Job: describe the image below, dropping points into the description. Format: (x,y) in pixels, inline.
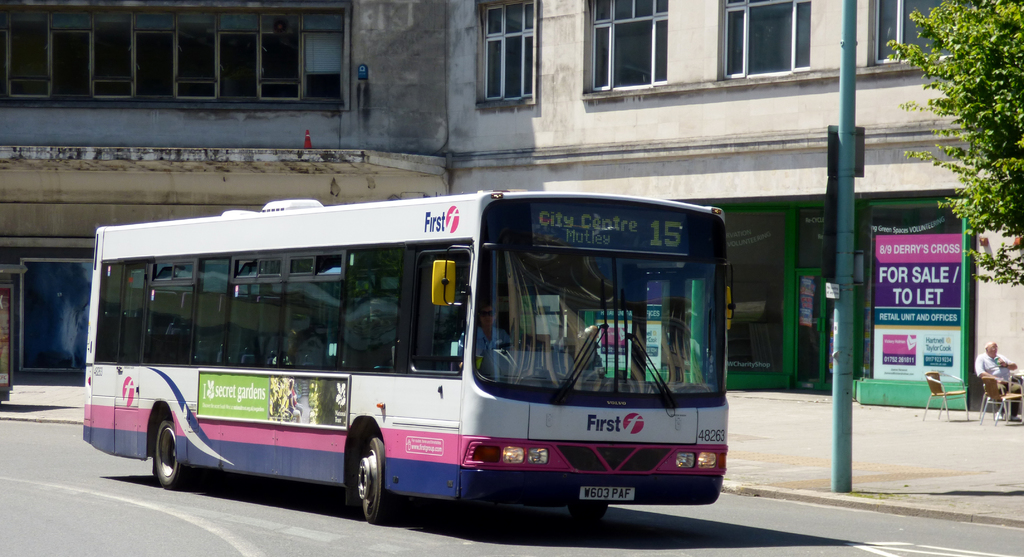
In the center of the image (448,354) we can see a bus (617,305) on the road (382,541). And we can see some text (432,219) on the bus (513,374). In the background (537,74) there is a building (209,84), windows (59,82), one banner (916,350) with some text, branches (996,94) with leaves (982,110), one pole (851,240), chairs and one person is sitting.
